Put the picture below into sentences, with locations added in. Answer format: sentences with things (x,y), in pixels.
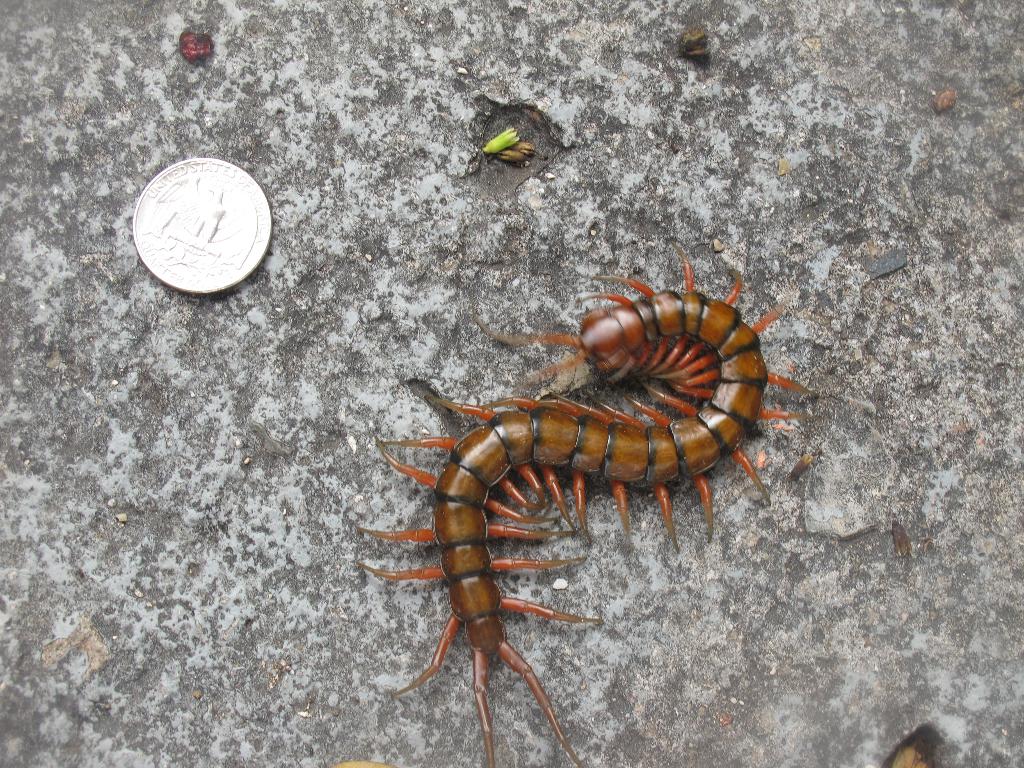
There is a coin (216,237) and a centipede (571,438) on the surface (838,556).
